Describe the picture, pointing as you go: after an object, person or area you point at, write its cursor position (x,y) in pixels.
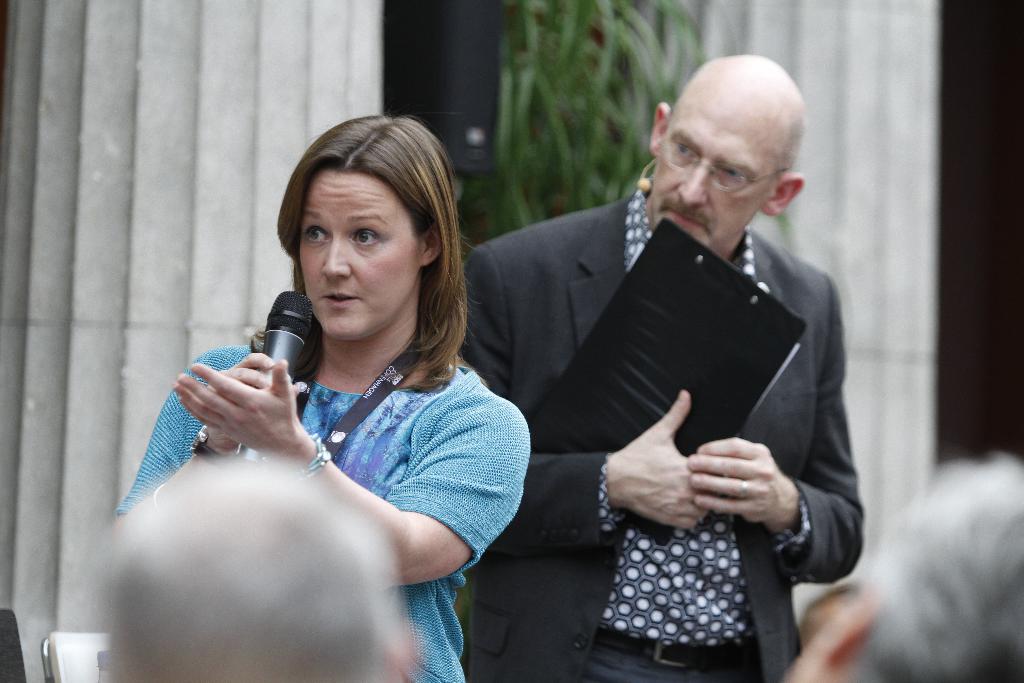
In this image I see a woman (485,471) who is holding a mic (290,297) and I can see a man (672,161) beside to her who is holding a book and I can also see 2 person's head (894,667). In the background (23,614) I see the wall (34,634) and a plant (545,161).
